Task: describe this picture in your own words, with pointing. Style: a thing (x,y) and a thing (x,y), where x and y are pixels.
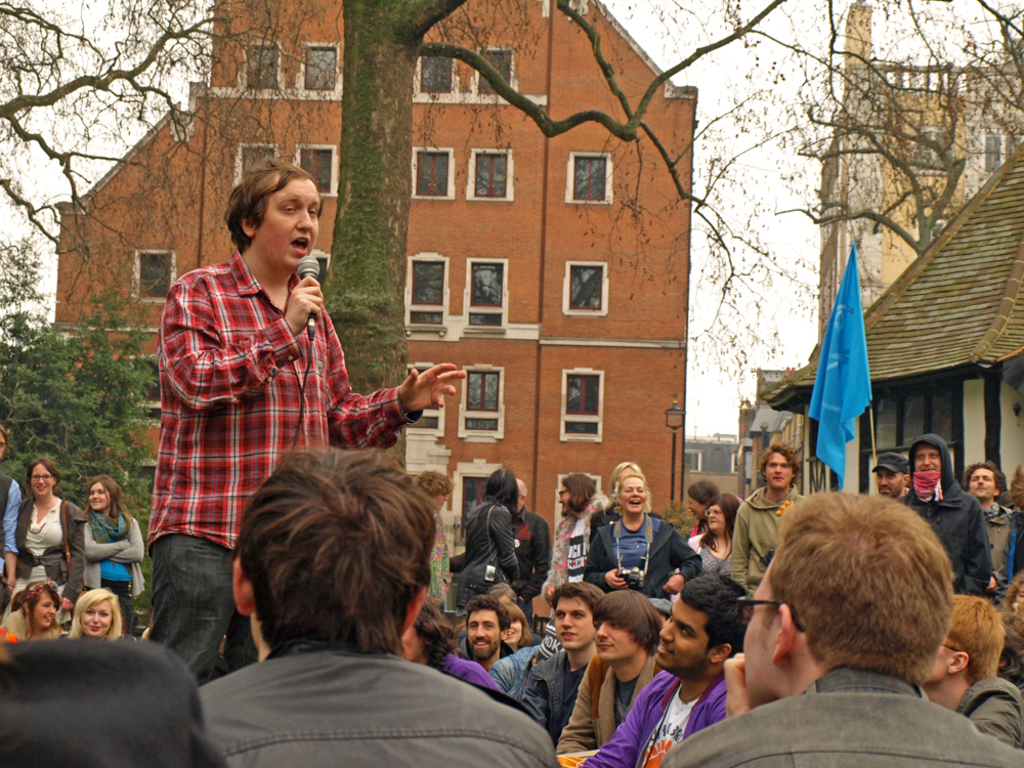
In the foreground of the image (525,717) we can see some people (361,698) are sitting. In the middle of the image (344,397) we can see a person (274,298) is standing and holding a mike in his hand (305,308) and saying something. We can also see some people (924,516) are standing. A flag (862,339) and a building (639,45) is there. On the top of the image (227,20) we can see a building (485,4) and trees (371,45).
